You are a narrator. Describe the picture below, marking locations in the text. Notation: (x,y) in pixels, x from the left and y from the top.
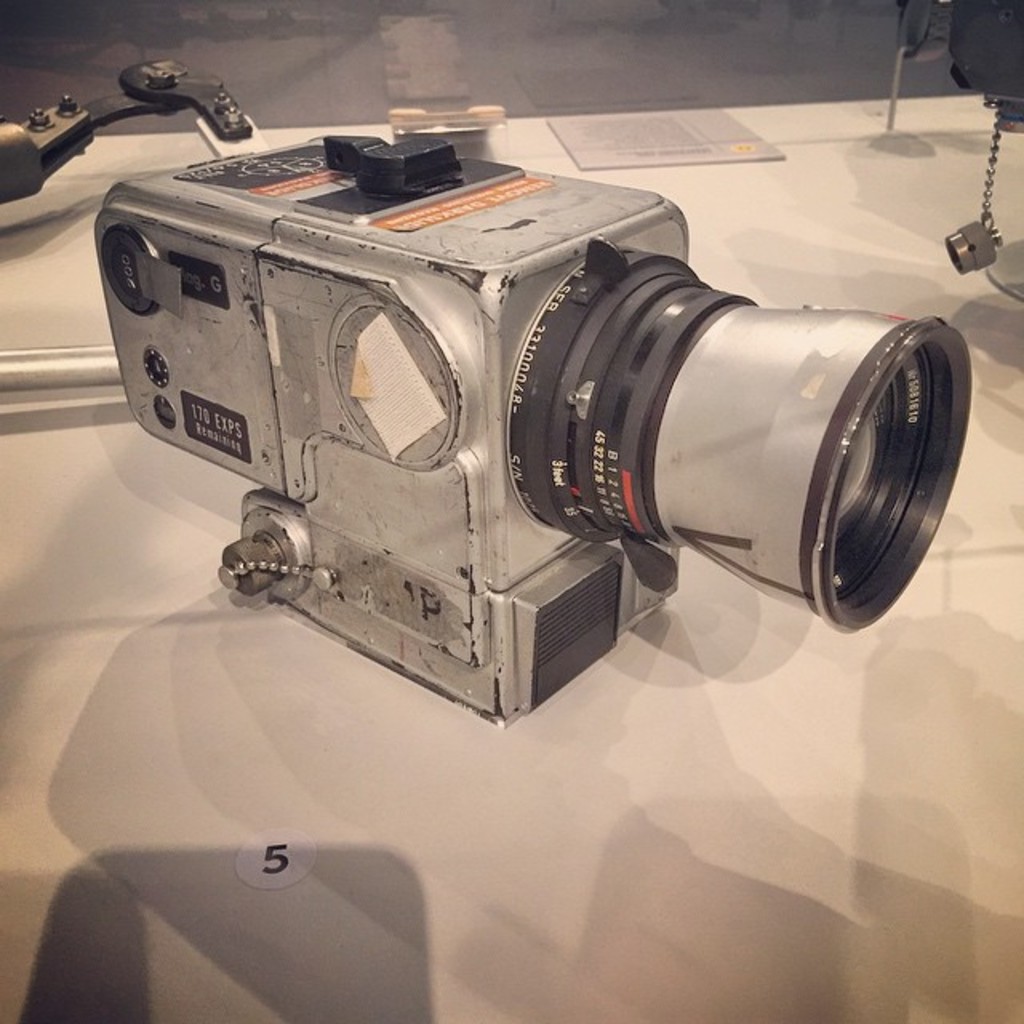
In the picture I can see the film camera (649,400) and a card (693,164) on the table (760,212).
